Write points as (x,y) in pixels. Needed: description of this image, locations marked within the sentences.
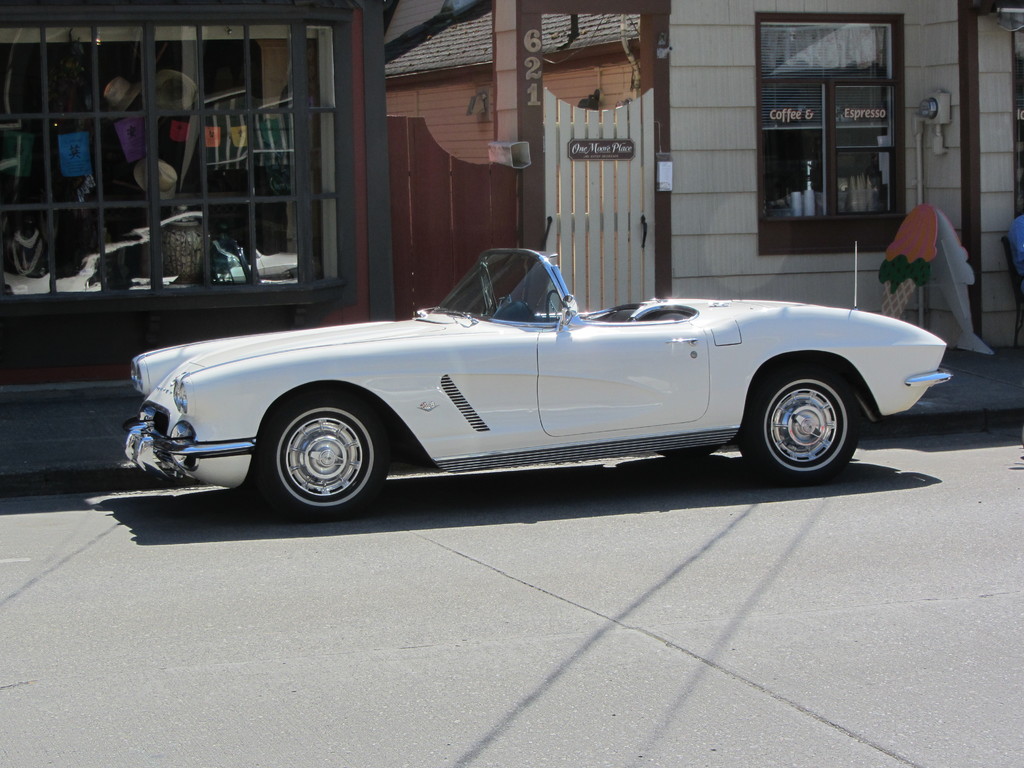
As we can see in the image there are houses (487,136), window (758,196), gate (623,277) and a white color car (505,397).
